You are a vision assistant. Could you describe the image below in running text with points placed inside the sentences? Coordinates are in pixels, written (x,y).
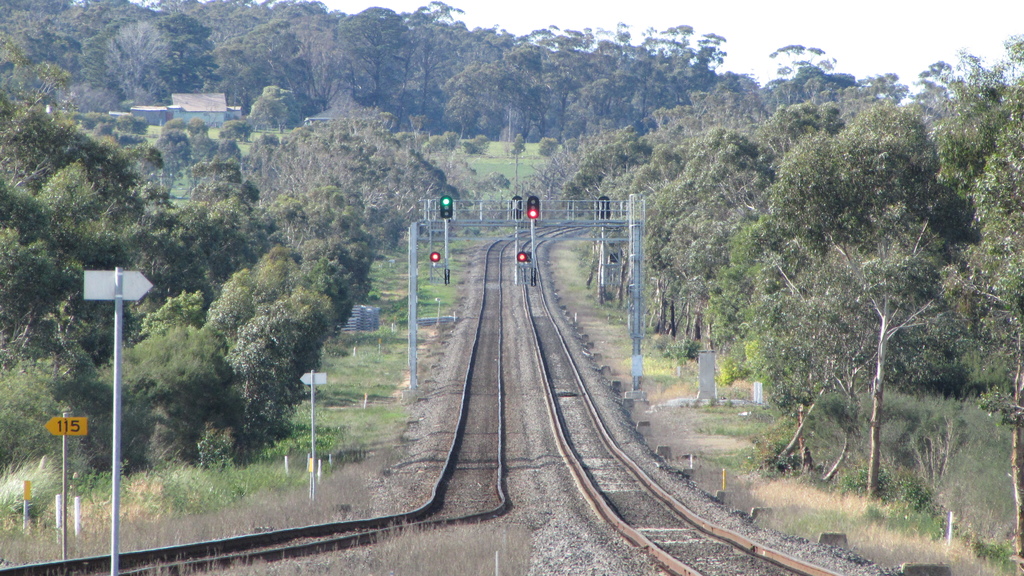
In the picture I can see railway tracks (467,431) and signal poles (515,251) at the center of the image (492,265). Here I can see boards (63,545), trees (279,422) on either side of the image, I can see grasslands (175,177), houses (197,123) and the sky (798,33) in the background (808,13).
